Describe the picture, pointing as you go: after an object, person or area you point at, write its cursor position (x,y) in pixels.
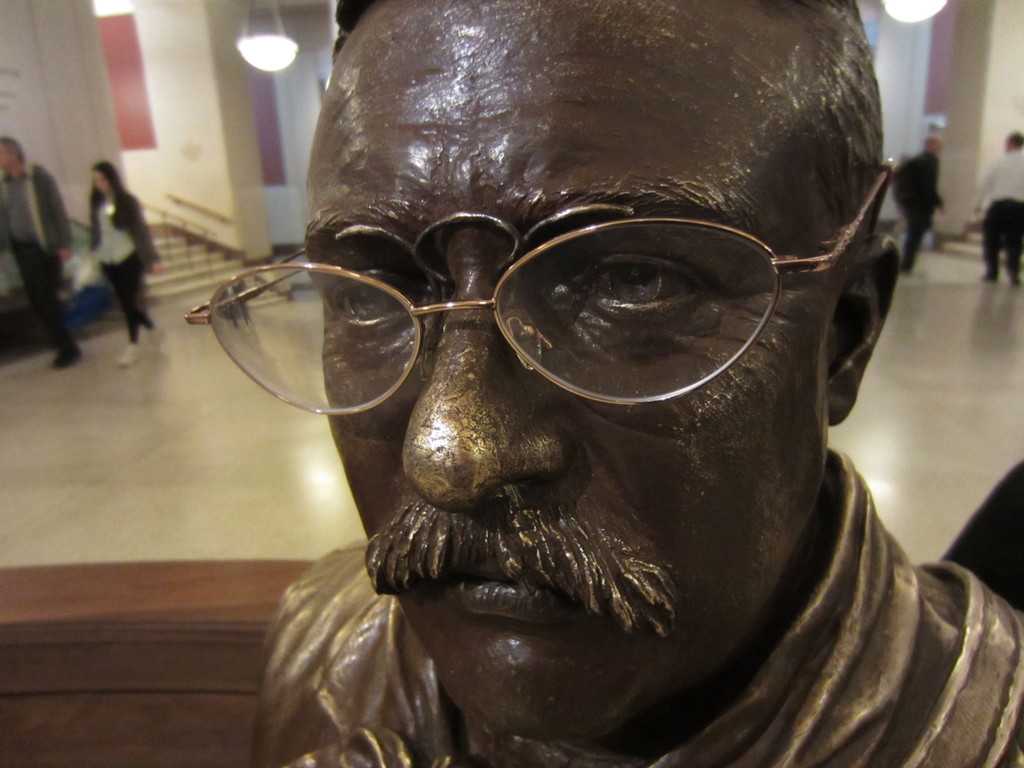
In the foreground of the picture (544,599) there is a sculpture (595,142). In the background (146,246) there are people (1017,190), pillars (961,72), lights (254,50), staircase (161,227) and other objects (52,596).
